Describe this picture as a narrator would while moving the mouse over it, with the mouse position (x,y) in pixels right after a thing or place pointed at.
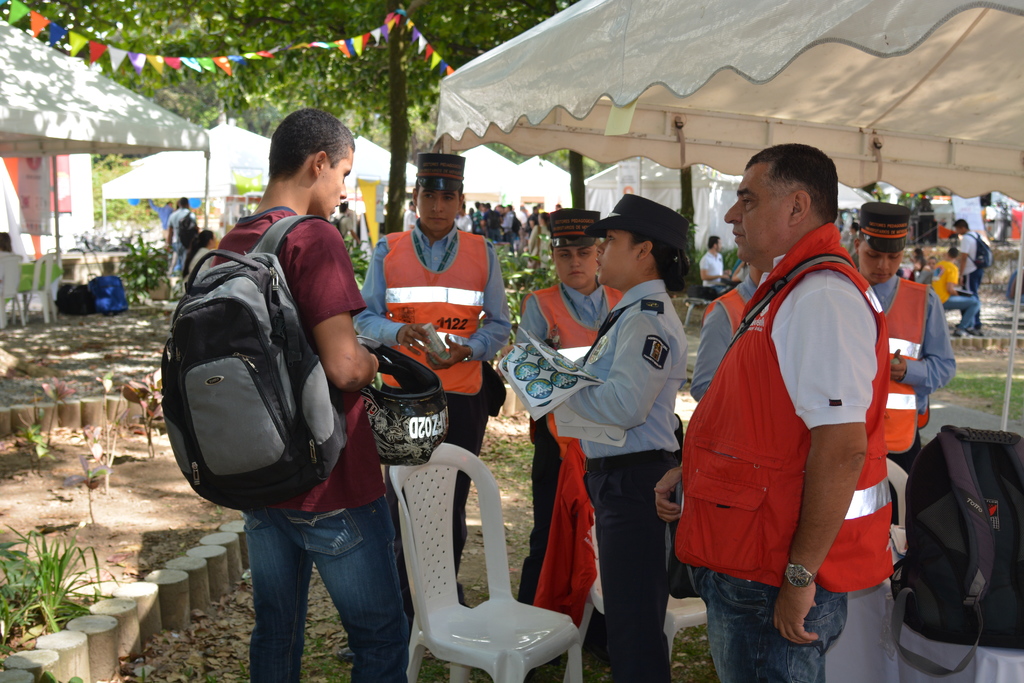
In this picture we can see a group of people (678,287) standing and talking and in front of them we can see chair (487,491), bag (940,520), helmet (389,405) in this person's hand (372,371) and in background (199,136) we can see tent (802,123), decorative flags (207,63), trees (474,26), some more persons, path (85,364).
